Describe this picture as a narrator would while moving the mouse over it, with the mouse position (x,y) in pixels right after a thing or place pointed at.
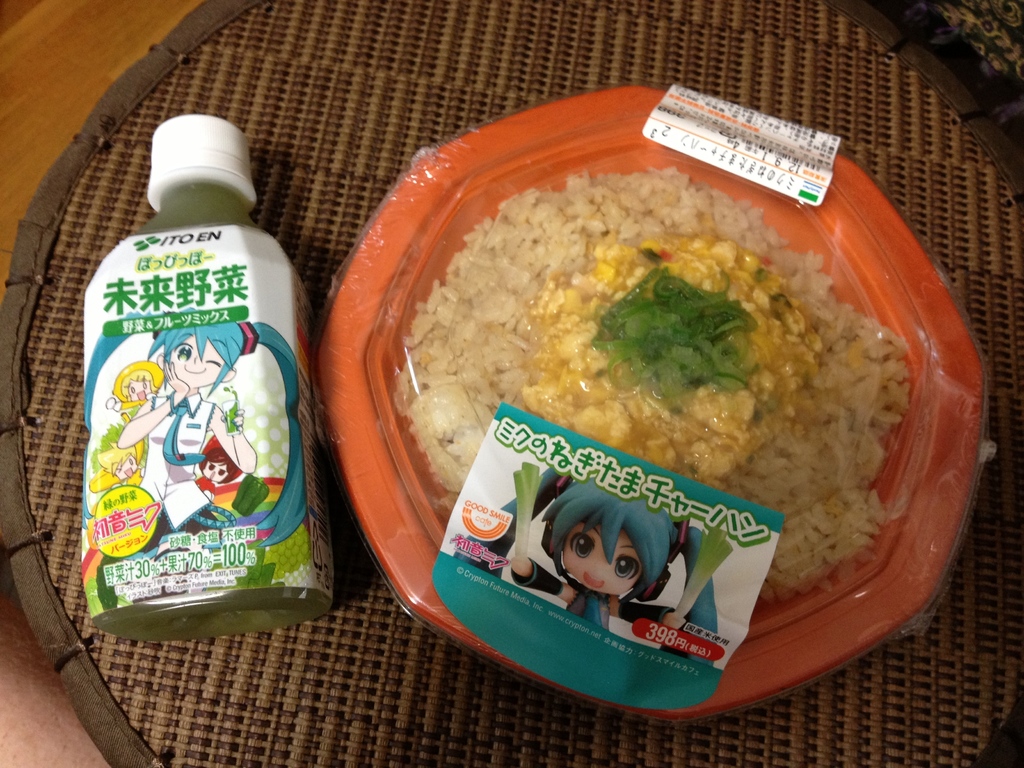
In this image we can see a bottle (283,498) and some food (631,311) in a bowl (621,572) covered with a polythene cover (765,585) kept on a mat (192,745) which is placed on the surface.
